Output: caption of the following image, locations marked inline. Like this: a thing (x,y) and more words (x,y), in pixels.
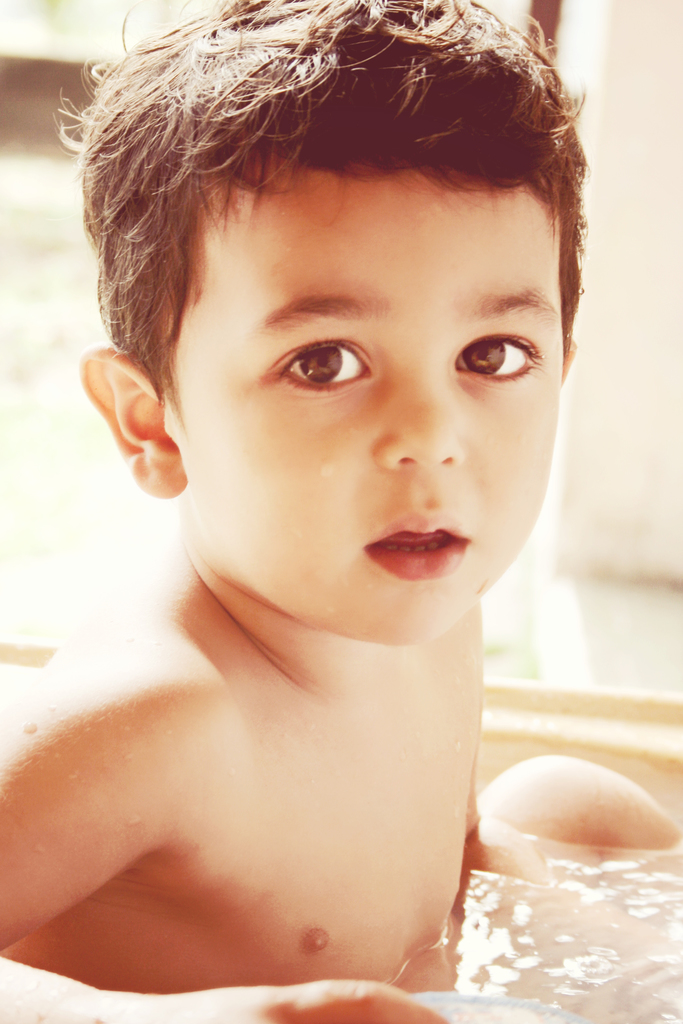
This picture shows a boy (184,1006) in the water tub (680,892).
